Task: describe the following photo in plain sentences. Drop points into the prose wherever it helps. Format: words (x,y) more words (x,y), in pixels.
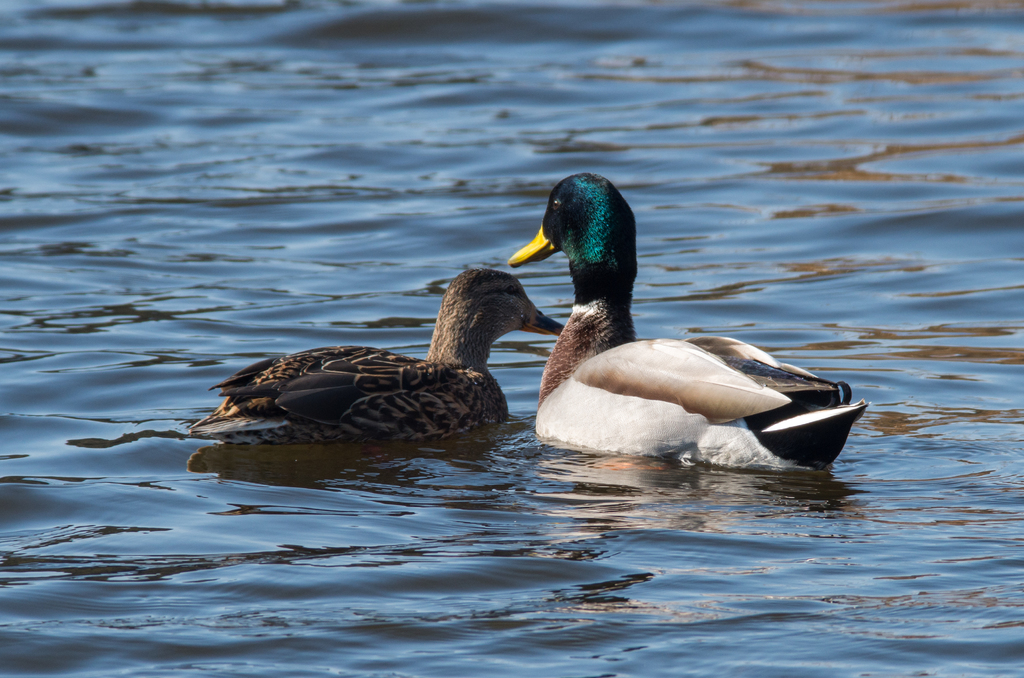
In this image there are two ducks (625,350) on the water (301,115).
